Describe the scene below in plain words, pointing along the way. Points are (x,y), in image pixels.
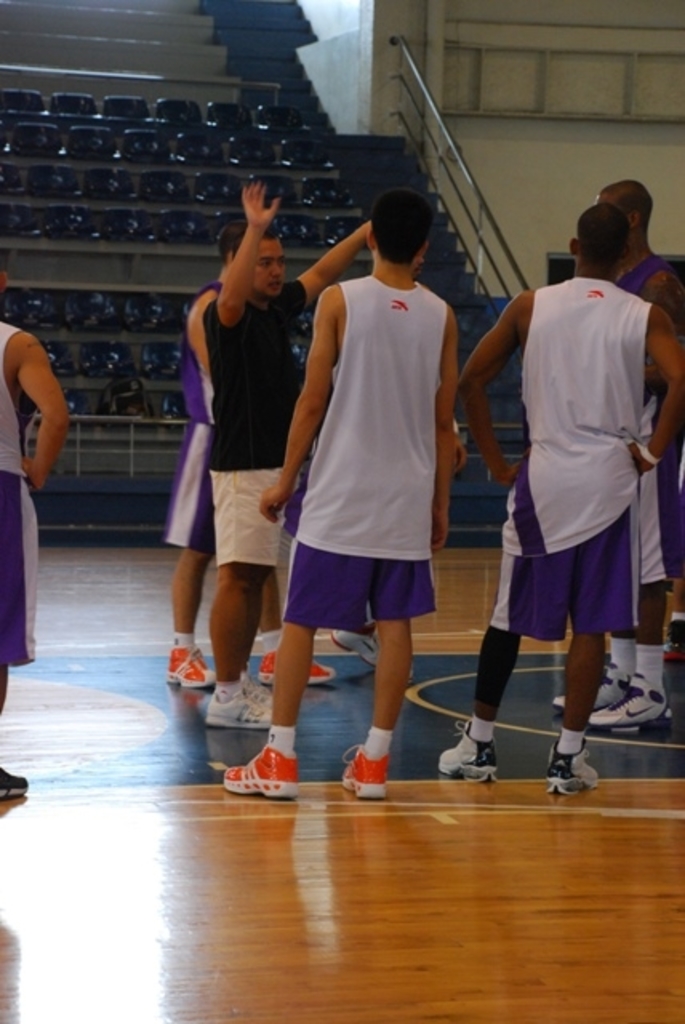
In this image I can see few men (431,352) wearing t-shirts (270,374), shorts (289,543), shoes (265,748) and standing on the floor (394,938). In the background (149,256) there are few empty chairs (122,183) and stairs (299,96) and also there is a hand railing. In the top right-hand corner (543,89) there is a wall (547,133).
